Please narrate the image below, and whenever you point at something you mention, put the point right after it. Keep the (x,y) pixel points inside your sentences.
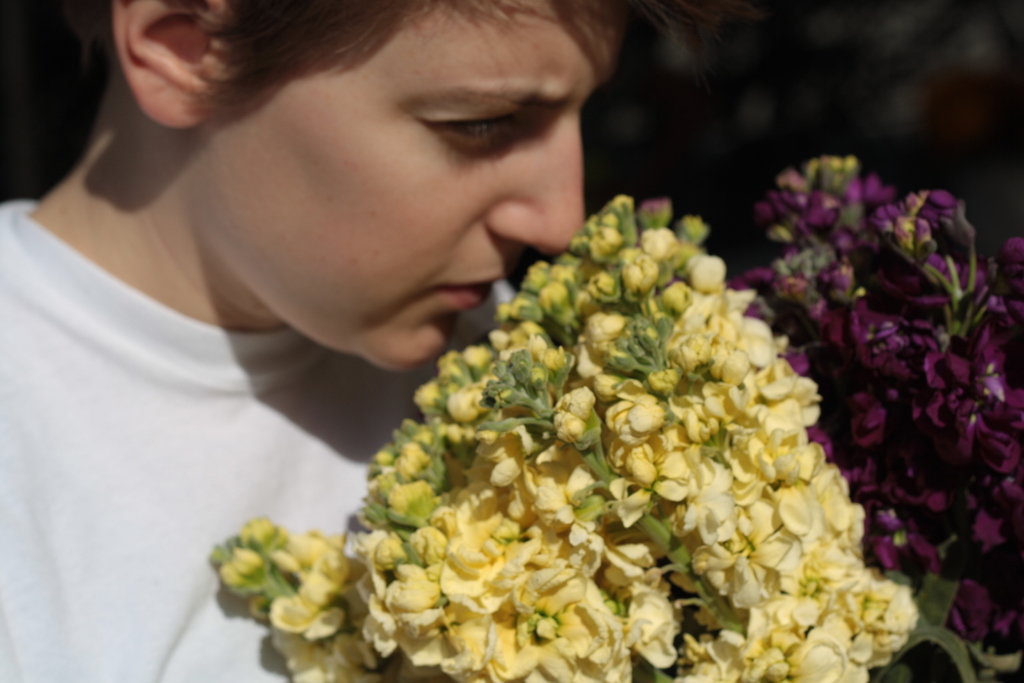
In this image there is a person (309,288) standing in front of the flowers (777,400).
